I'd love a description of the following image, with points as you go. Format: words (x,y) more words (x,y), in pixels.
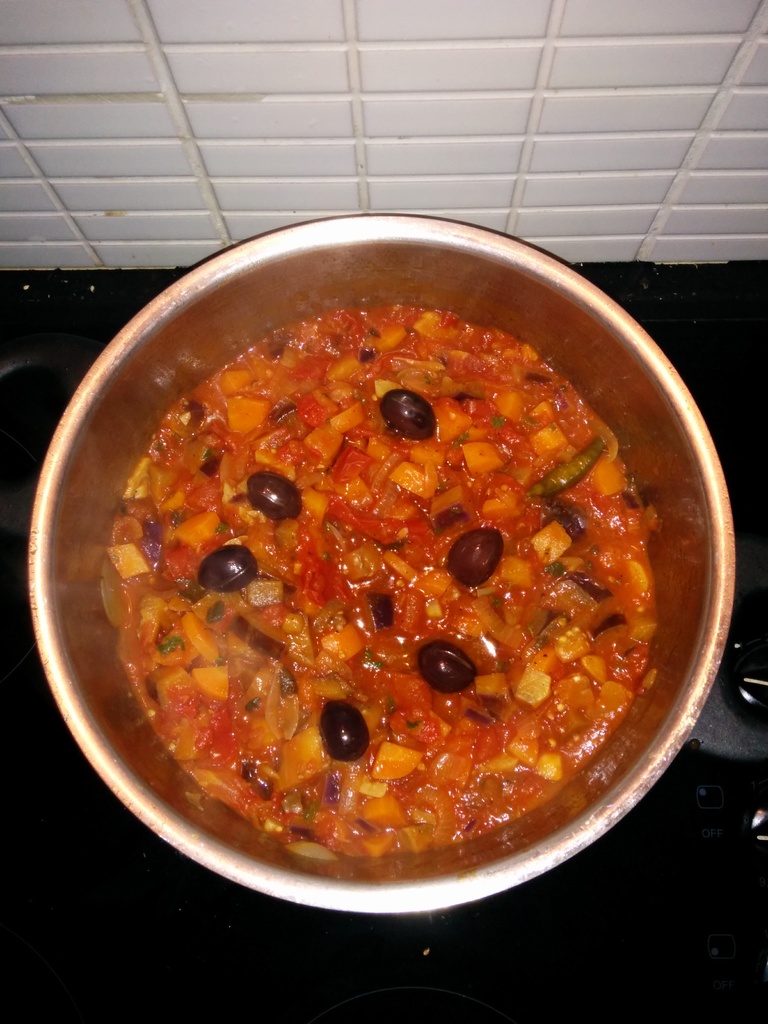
In this image we can see a food item (362,383) in a bowl (447,301).
